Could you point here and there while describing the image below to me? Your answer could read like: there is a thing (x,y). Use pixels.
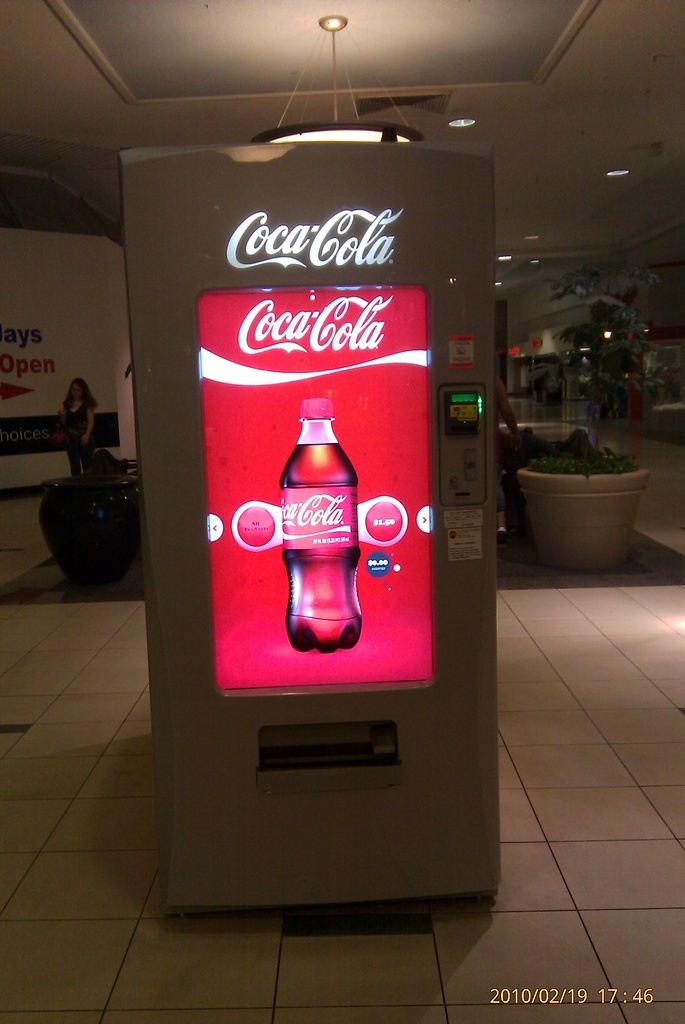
In this image I see a vending machine (394,281) in front (419,748) and there is a screen (424,349) on it, I can also see that on the screen (299,394) there is a bottle (336,650) on which it is written Coca Cola and it is written over here also. In the background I see few pots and plants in it and I see the lights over here.
